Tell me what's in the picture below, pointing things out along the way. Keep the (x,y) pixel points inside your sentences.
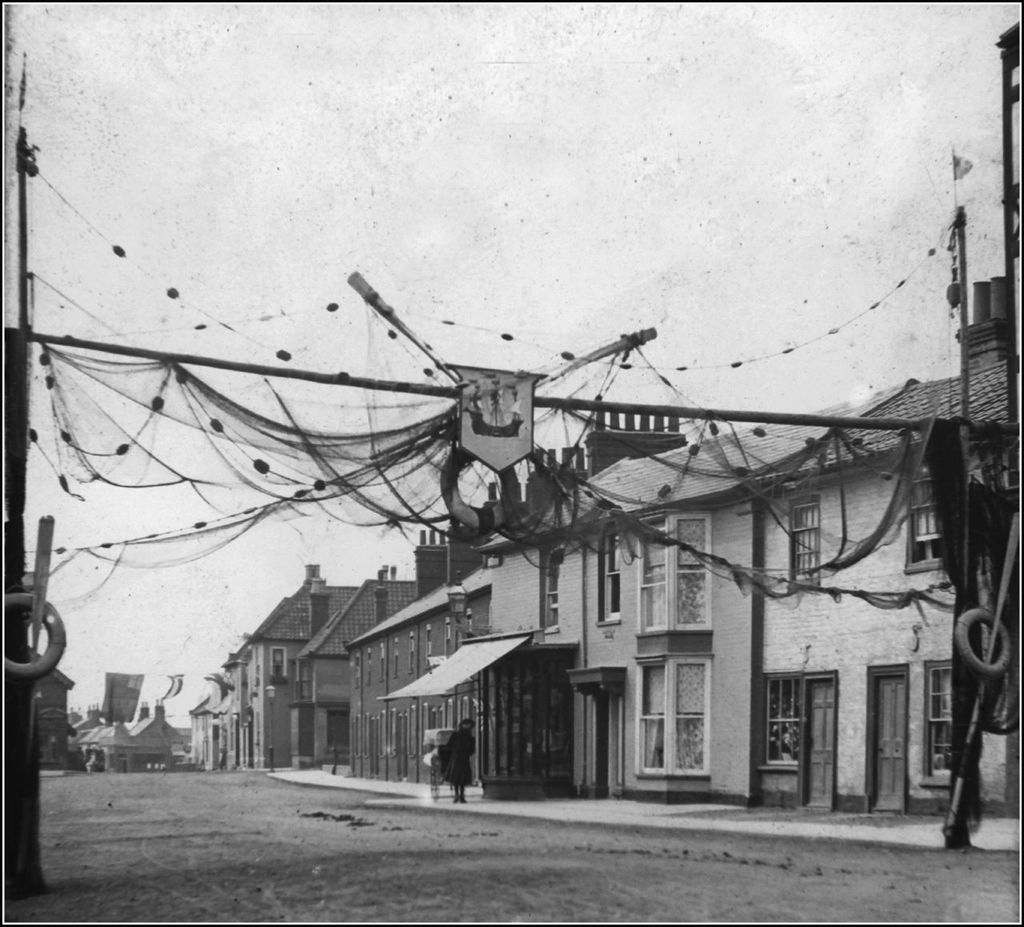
In this image in the center (434,534) there is a person (453,779) standing and there are buildings (396,657). In the front (148,457) on the top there is a cloth (527,444) hanging and the sky (519,215) is cloudy.
